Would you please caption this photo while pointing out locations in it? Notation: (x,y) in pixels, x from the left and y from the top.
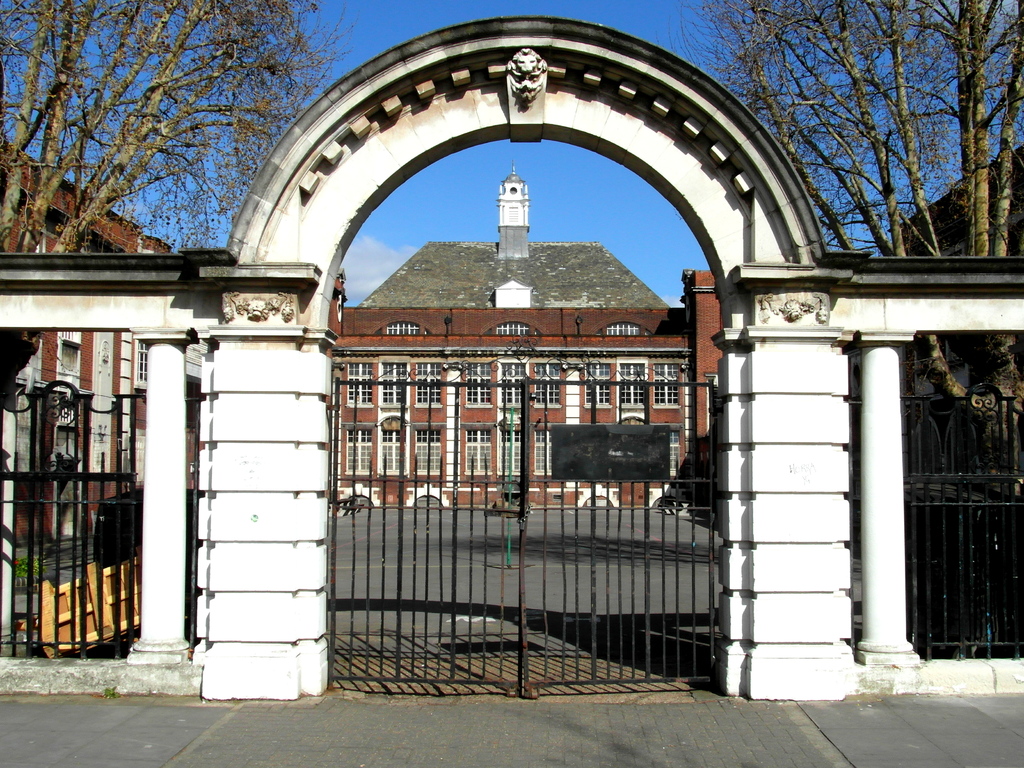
In this image, we can see a pillars (793,558), gates (384,488), grills (500,426) and arch (818,251). At the bottom (635,728), we can see a platform (617,726). Background (211,213) there are few buildings (98,392), trees (42,217) and sky (482,200).
